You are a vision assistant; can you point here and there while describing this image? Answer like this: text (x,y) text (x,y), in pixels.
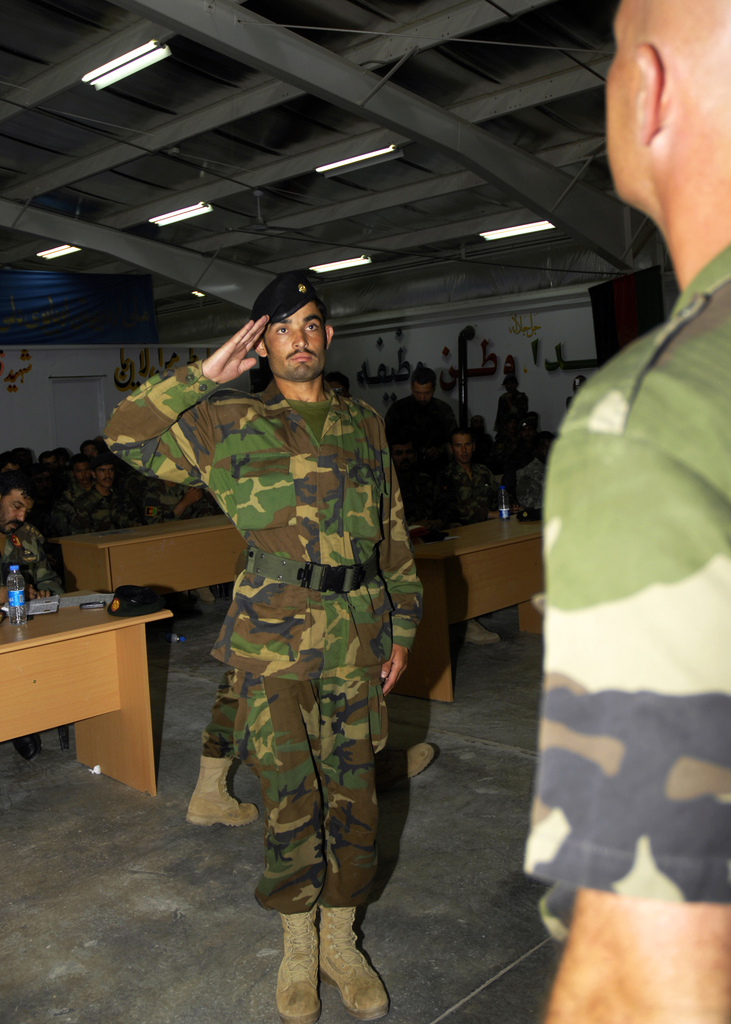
In this image in the middle (310,620) there is one man (329,746) who is standing and saluting. On the right side (653,470) there is one man (619,686). On the background (103,458) there are group of persons (122,497) who are sitting on a chairs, in front of them there are tables (110,560) on that table (97,533) there are bottles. On the top (223,123) there is a ceiling (269,106) and lights (116,68) are there on the ceiling (186,187) in the middle (433,344) there is a wall (113,369).
